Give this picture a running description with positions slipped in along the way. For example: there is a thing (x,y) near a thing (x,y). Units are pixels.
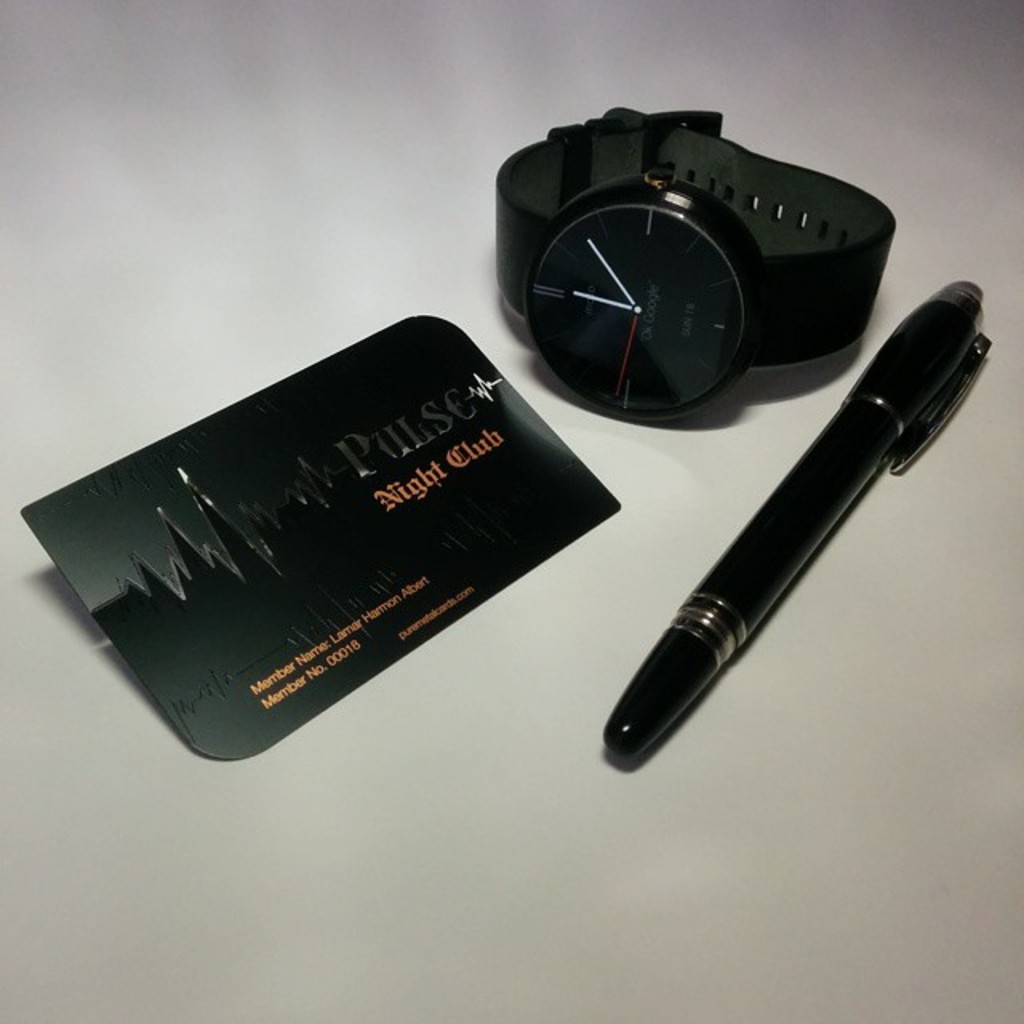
In this image, I can see a wrist watch (688,390), pen (741,563) and a card (409,589), which are black in color. The background (304,913) looks white in color.
